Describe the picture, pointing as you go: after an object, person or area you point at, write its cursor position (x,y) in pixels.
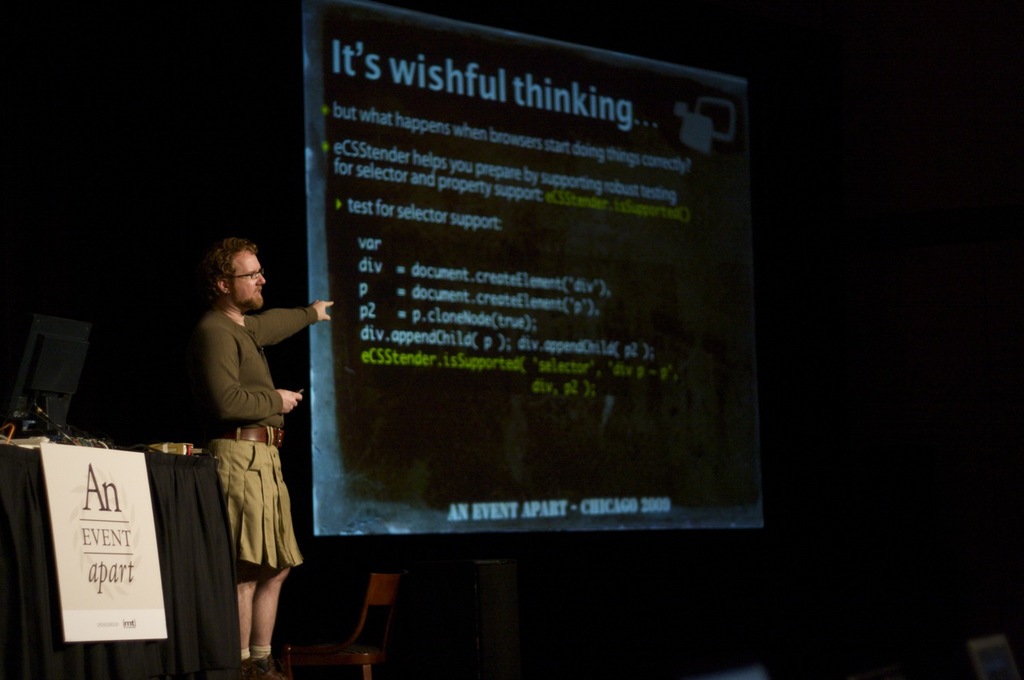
This image consists of a man (246,455) is standing on the left (274,663). We can see a screen (473,473). At the bottom (379,592), there is a chair (370,652). On the left (80,357), we can see a table (112,569) on which there is a monitor (65,394). And the table (161,585) is covered with a black cloth (25,523). On which we can see a poster (121,553). The background (101,126) is too dark.
